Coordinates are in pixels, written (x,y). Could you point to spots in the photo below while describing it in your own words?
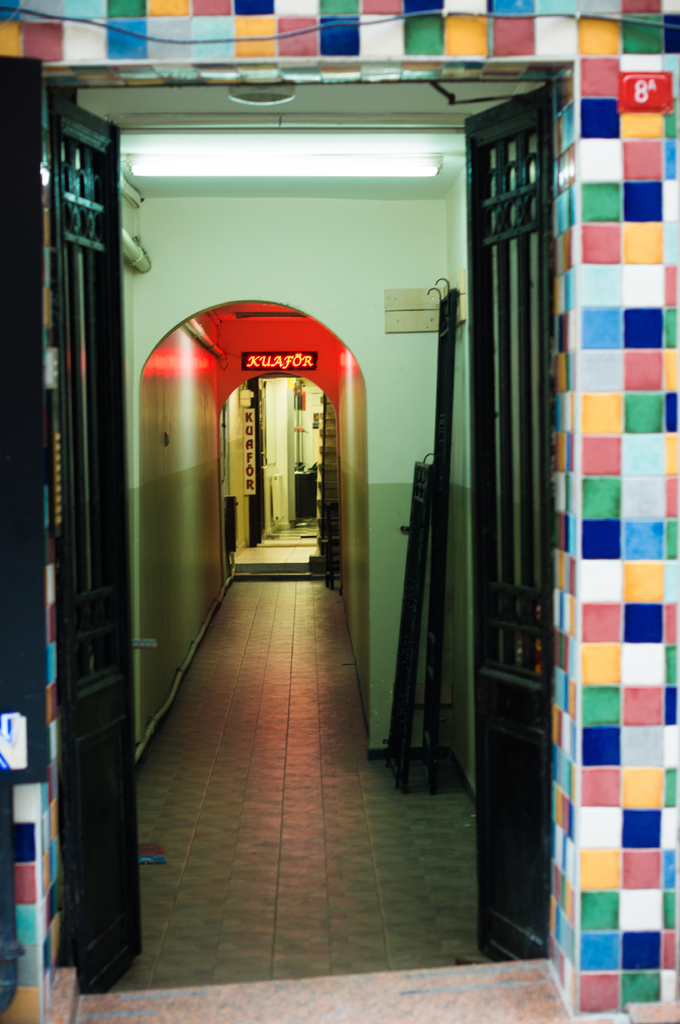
In the foreground of the picture (519,695) we can see gate (113,433). In the middle of the picture (383,386) we can see light (390,173) and walls (369,511). In the background (270,466) we can see name plates (270,365), door (255,413) and wall (331,332).
